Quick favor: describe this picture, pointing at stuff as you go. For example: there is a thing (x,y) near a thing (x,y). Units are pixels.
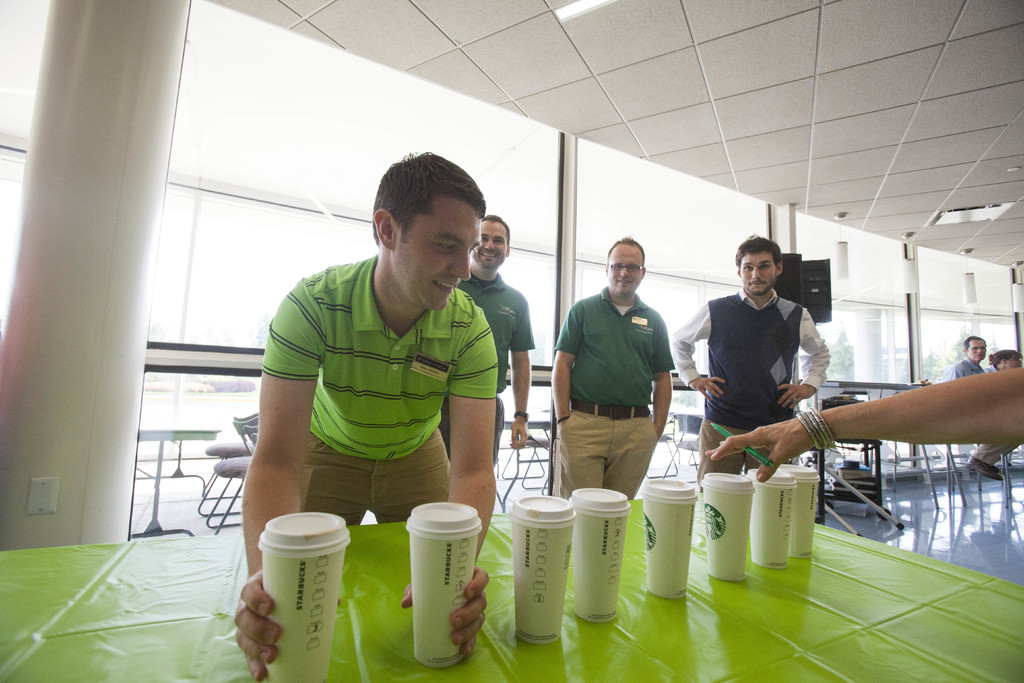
In this image, few peoples (278,418) are standing in center (458,356). And the right side (932,418) we can see a human hand (861,432). Here few peoples (985,356) are sat on the chair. The bottom, we can see green color table (649,649). On top of it, we can see a cup (802,539). On left side (89,263), we can see a pillar (86,228). Here there is a white color roof (703,99).
